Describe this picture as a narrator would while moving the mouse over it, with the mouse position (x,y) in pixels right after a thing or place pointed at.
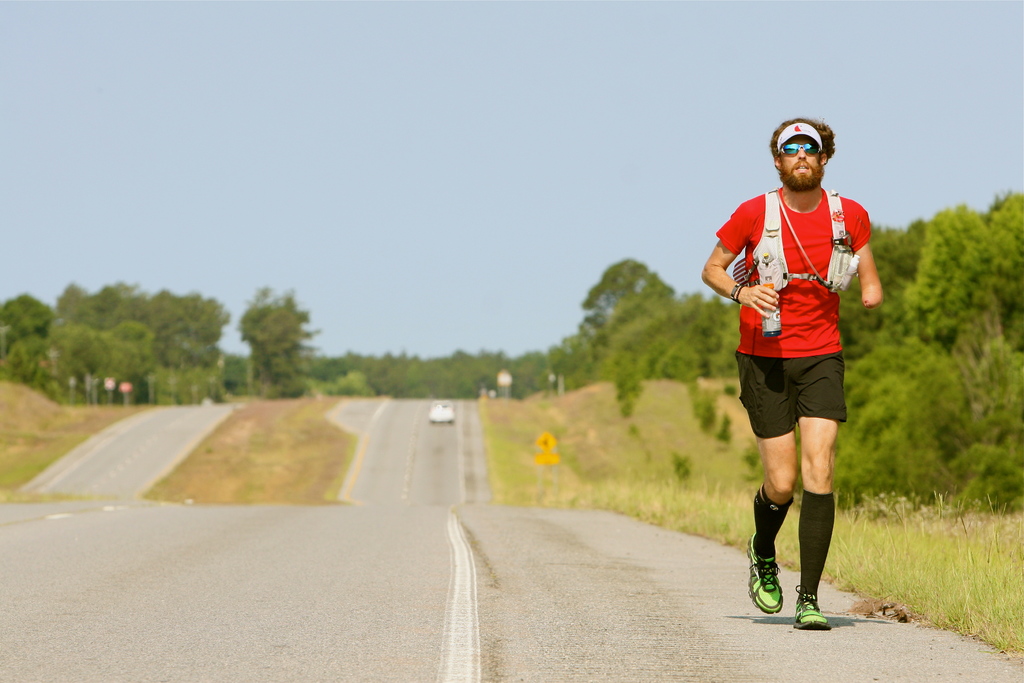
In the image we can see a man (775,354) running, wearing clothes (790,390), socks (774,522), shoes (766,564), goggles (814,147) and a cap (785,138), and the man (785,314) is holding a bottle (772,328) in his hand (773,299). There is a vehicle (437,420) on the road (449,426). Here we can see grass (915,544), trees (190,341) and a pale blue sky (422,183).
